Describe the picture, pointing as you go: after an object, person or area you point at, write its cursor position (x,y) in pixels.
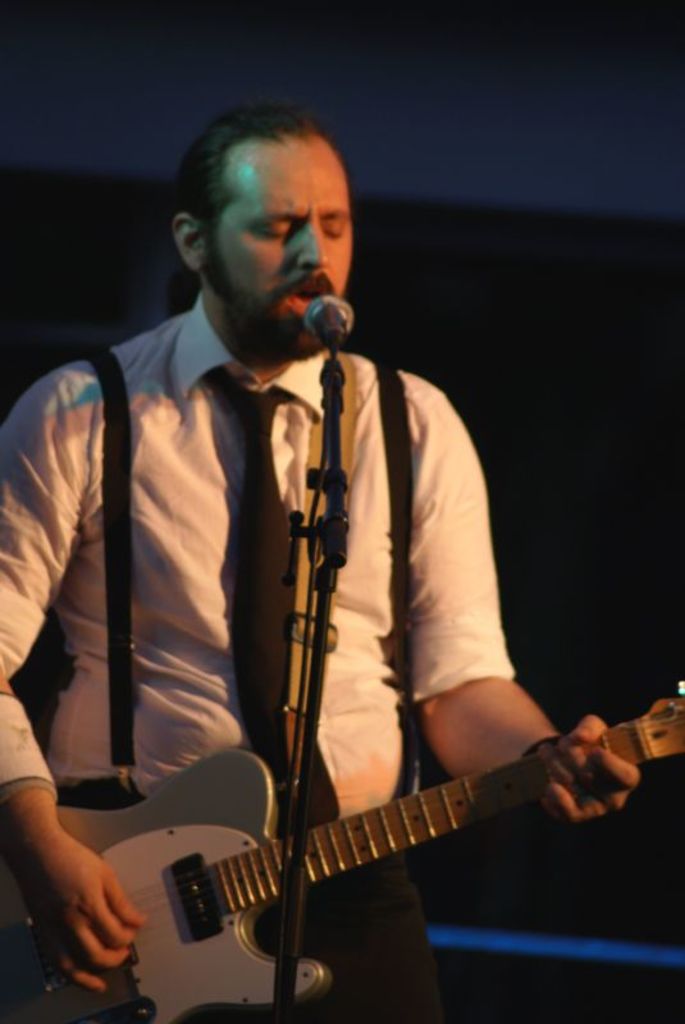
A man (291,398) is singing while playing guitar (345,832). He has a mic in front of him. he wears a white shirt (446,490) and tie (247,558).
